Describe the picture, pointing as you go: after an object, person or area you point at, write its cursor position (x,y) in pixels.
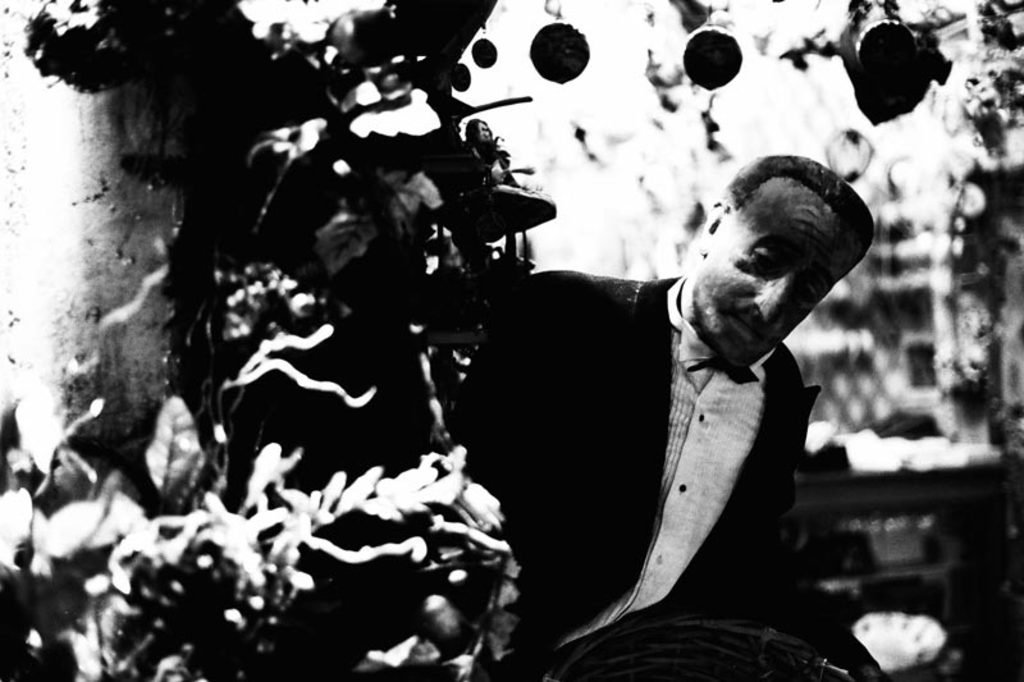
This is a black and white image. I can see a person (593,585) and a tree (268,507). There is a blurred background (586,151).
